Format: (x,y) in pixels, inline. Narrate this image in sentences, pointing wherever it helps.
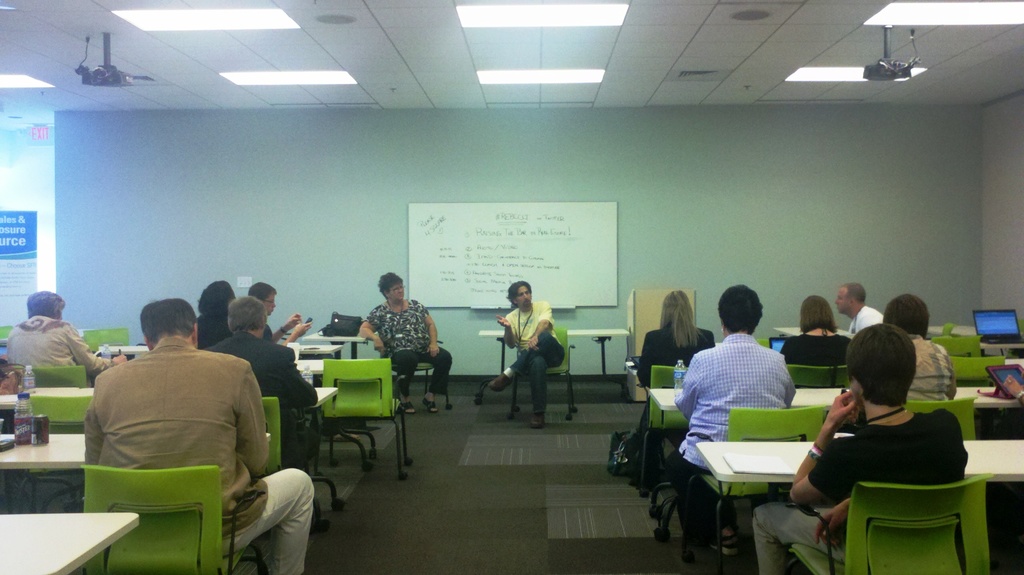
It is a classroom (653,356) there are lot of chairs (389,414) and tables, some people (922,459) are sitting in front of the tables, in the first row to right side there are some monitors (979,316) on the table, in the front a woman (435,388) and men (522,320) are sitting, there are speaking something, in the background (443,258) there is white board (498,213) to the wall (387,209), to the roof (137,57) there are two projectors (91,79) on the other side and also some lights (573,75).
